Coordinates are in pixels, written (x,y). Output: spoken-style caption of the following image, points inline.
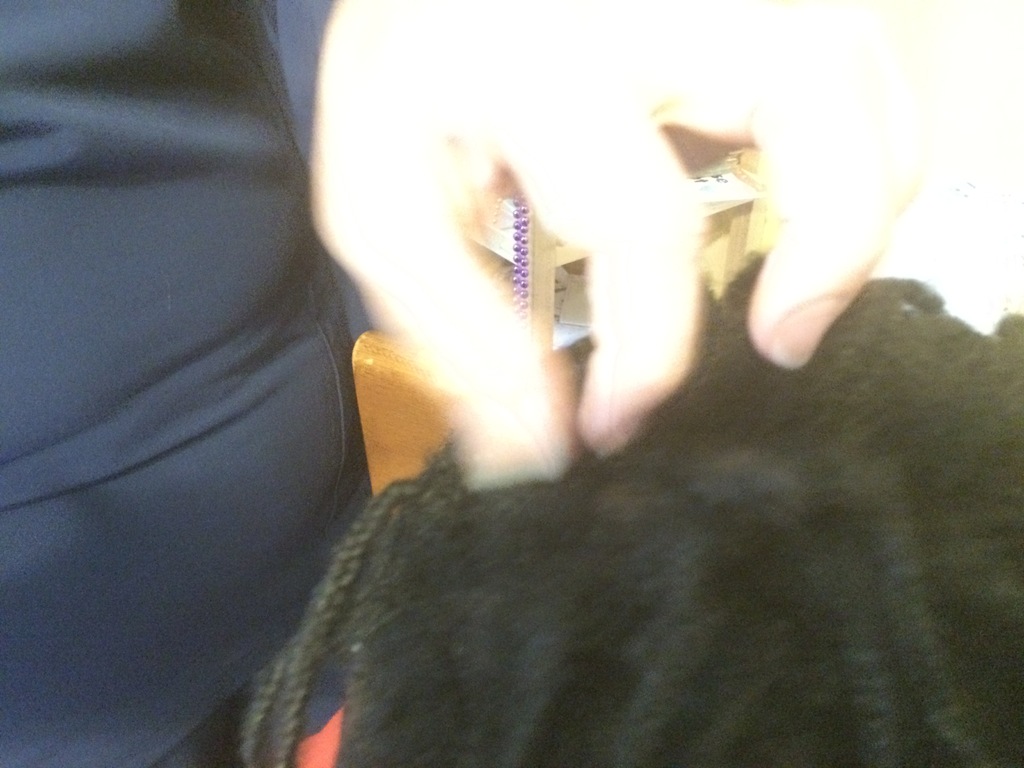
In this image on the left side (200,402) there is one person (311,221) who is standing. On the right side (910,424) there is one man's head (695,524) is visible, in the background (408,399) there are some objects (395,411).
